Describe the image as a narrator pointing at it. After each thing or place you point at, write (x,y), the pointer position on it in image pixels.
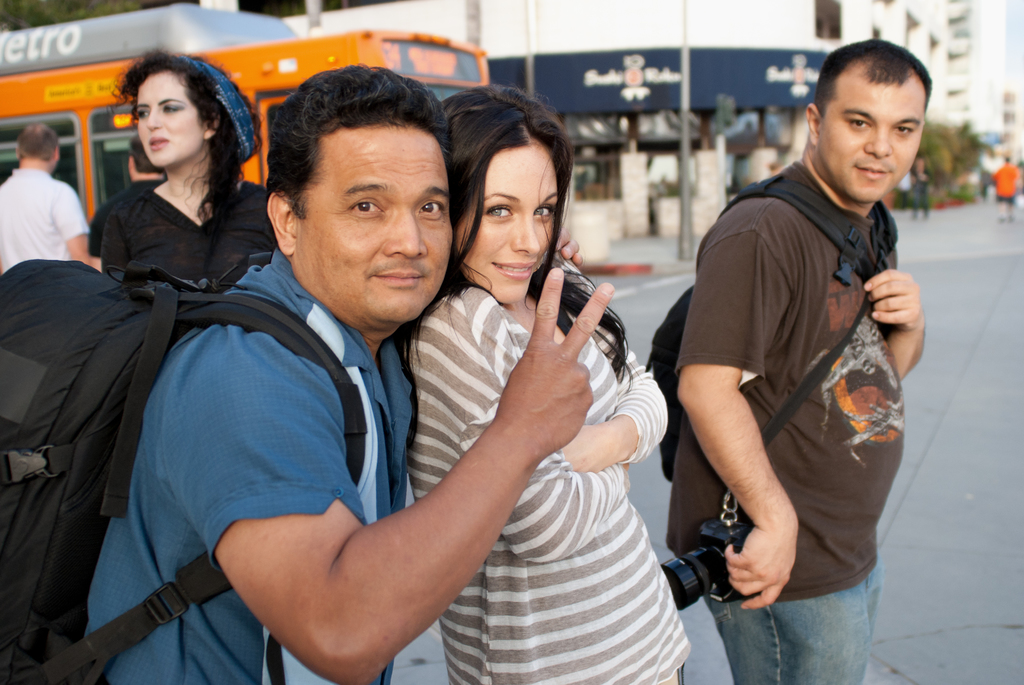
In this picture I can observe some people (312,224) in the middle of the picture (344,293). There are men (308,255) and women (192,169) in this picture. In the background (680,104) I can observe building (660,83).
